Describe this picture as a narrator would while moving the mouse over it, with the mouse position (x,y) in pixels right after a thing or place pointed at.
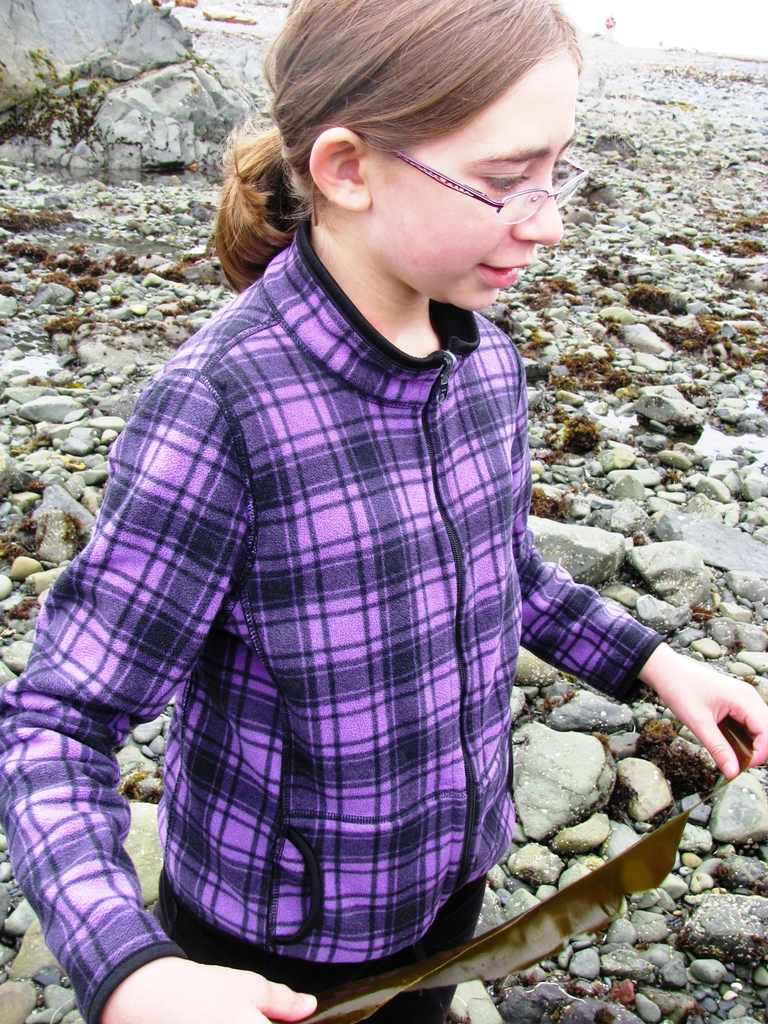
In the picture we can see a girl (482,841) standing on the surface (741,284). On the surface (106,296), we can see the stones (531,852).
